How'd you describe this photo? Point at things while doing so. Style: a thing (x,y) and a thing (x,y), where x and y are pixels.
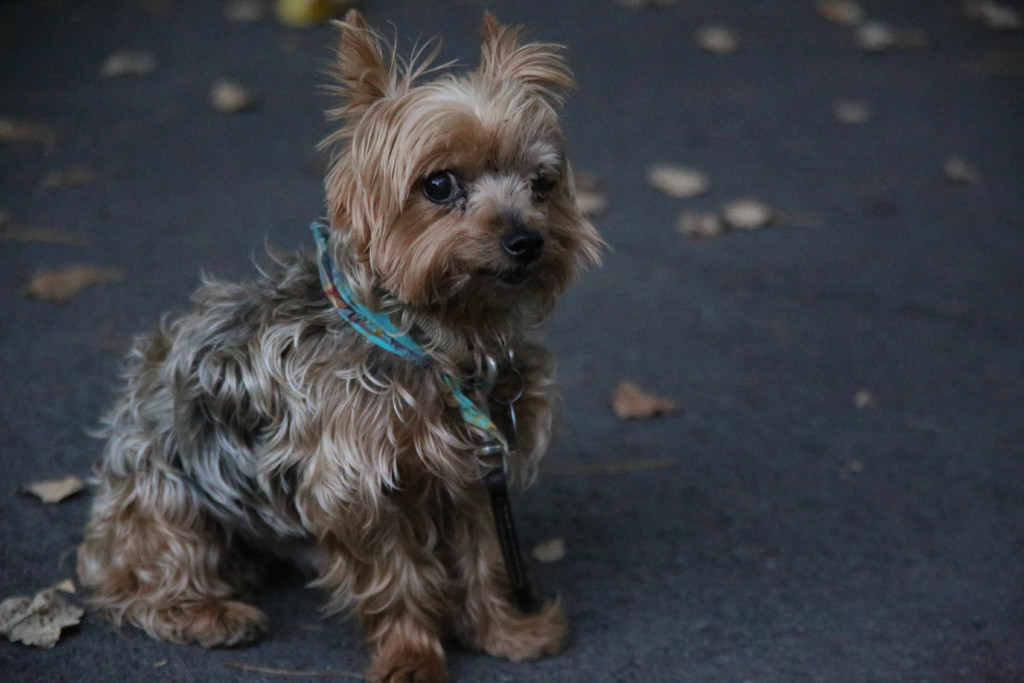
In this image, we can see a dog (420,600). We can see the ground (701,555) with some dried leaves (841,13).
